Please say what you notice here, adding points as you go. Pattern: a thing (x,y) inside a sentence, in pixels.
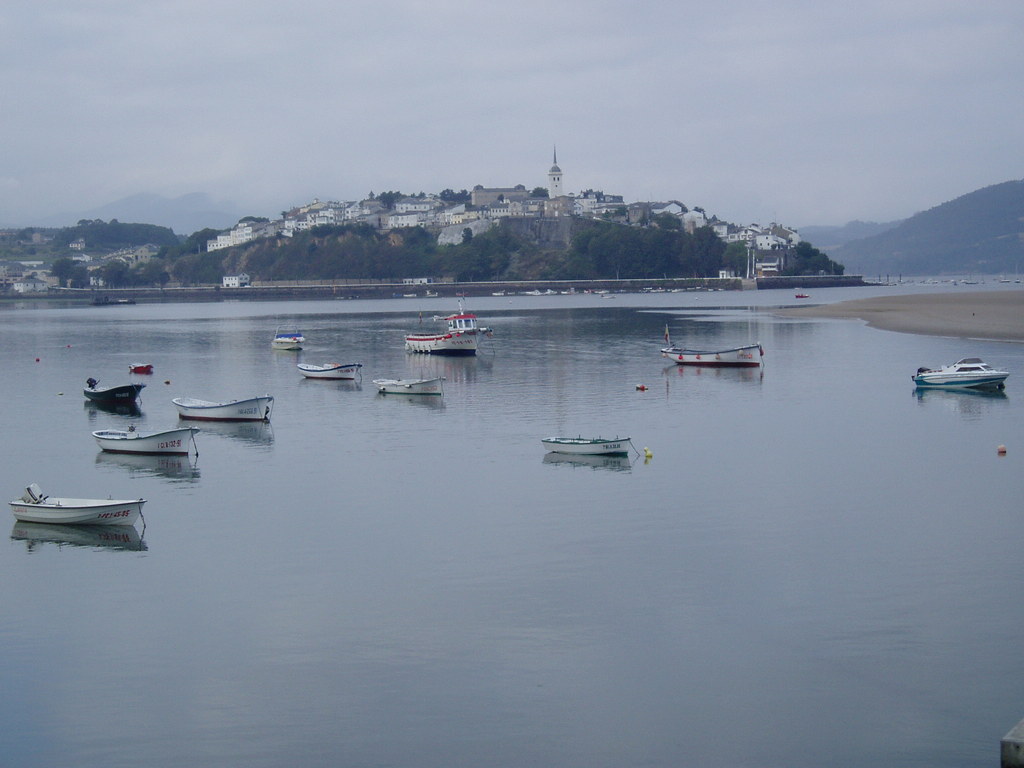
In this image we can see a group of boats (131,433) on the water (256,388). Behind the water (405,319) we can see a group of trees (199,277) and buildings (223,239). On the right side (980,206), we can see the mountains (911,241) and the ground (1005,323). At the top (709,82) we can see the sky (456,46).
